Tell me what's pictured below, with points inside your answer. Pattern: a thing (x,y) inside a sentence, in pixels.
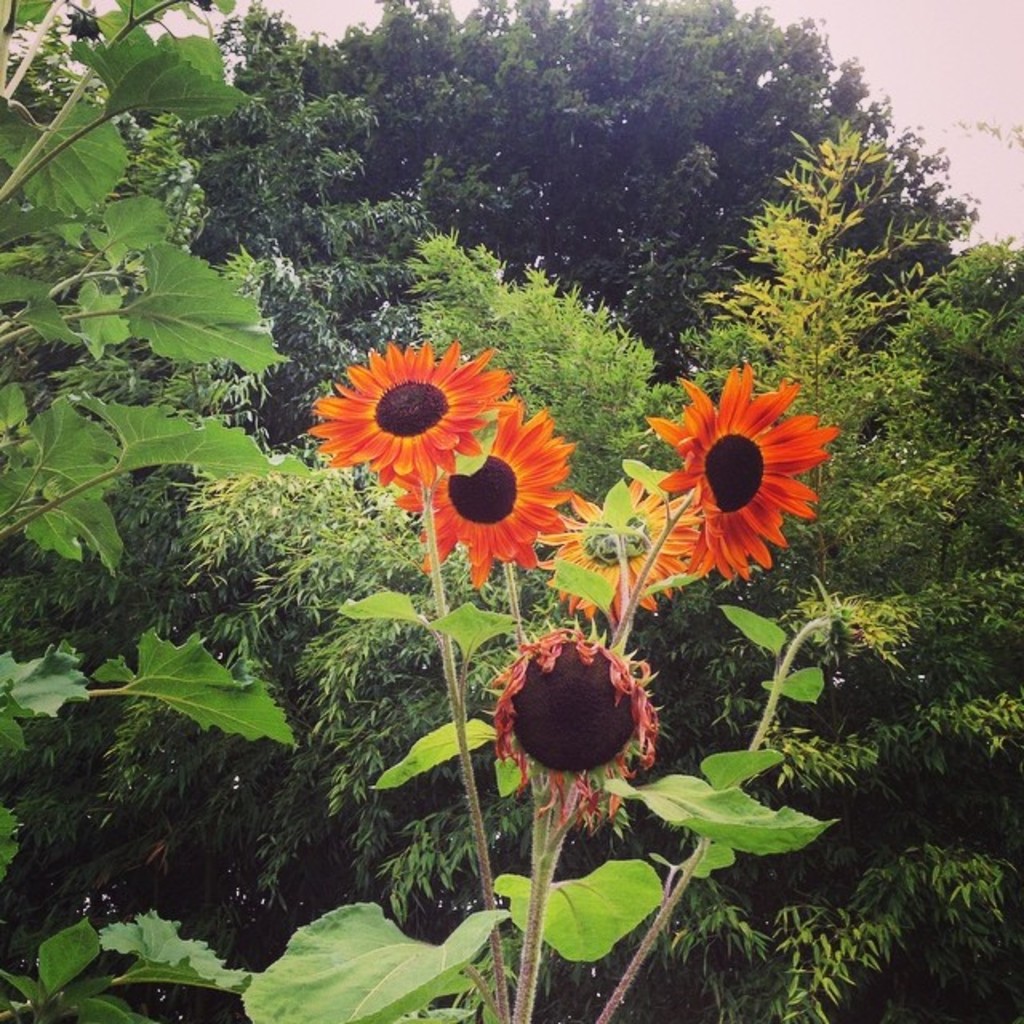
In this image there are flowers (528,648), plants (464,642) and trees (405,275).
